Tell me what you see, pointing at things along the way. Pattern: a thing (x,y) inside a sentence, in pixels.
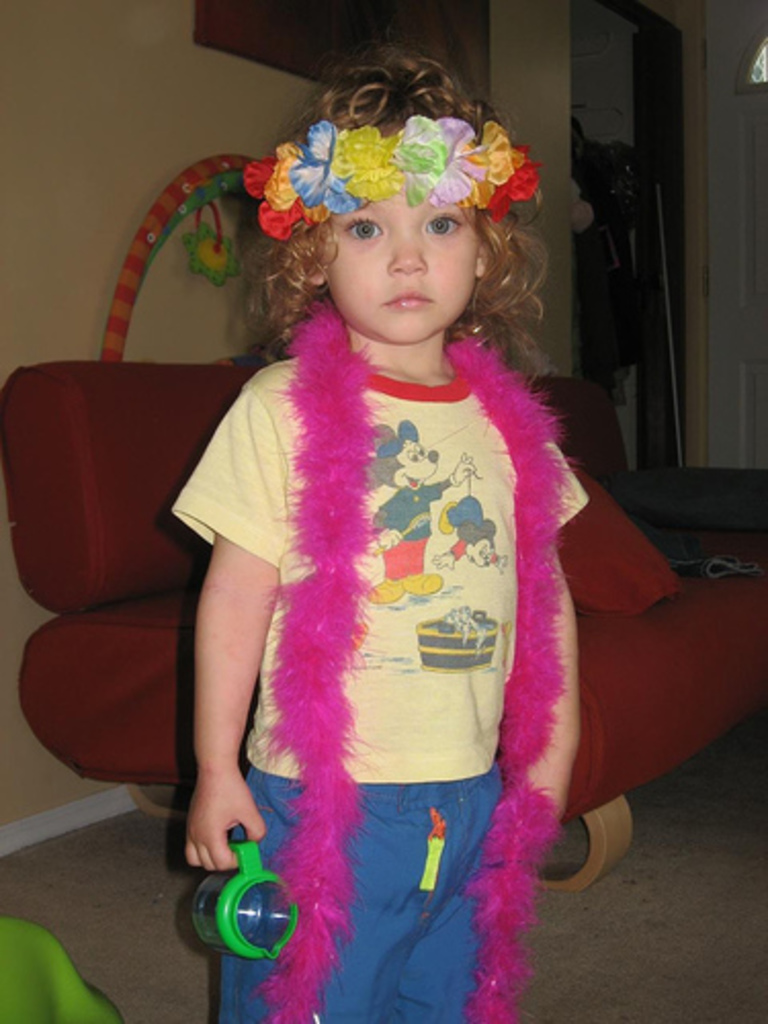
In the middle (311,555) a beautiful girl (451,723) is standing, she wore garland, yellow color t-shirt (447,652), blue color trouser (424,876). There is a sofa (43,691) in red color behind her
